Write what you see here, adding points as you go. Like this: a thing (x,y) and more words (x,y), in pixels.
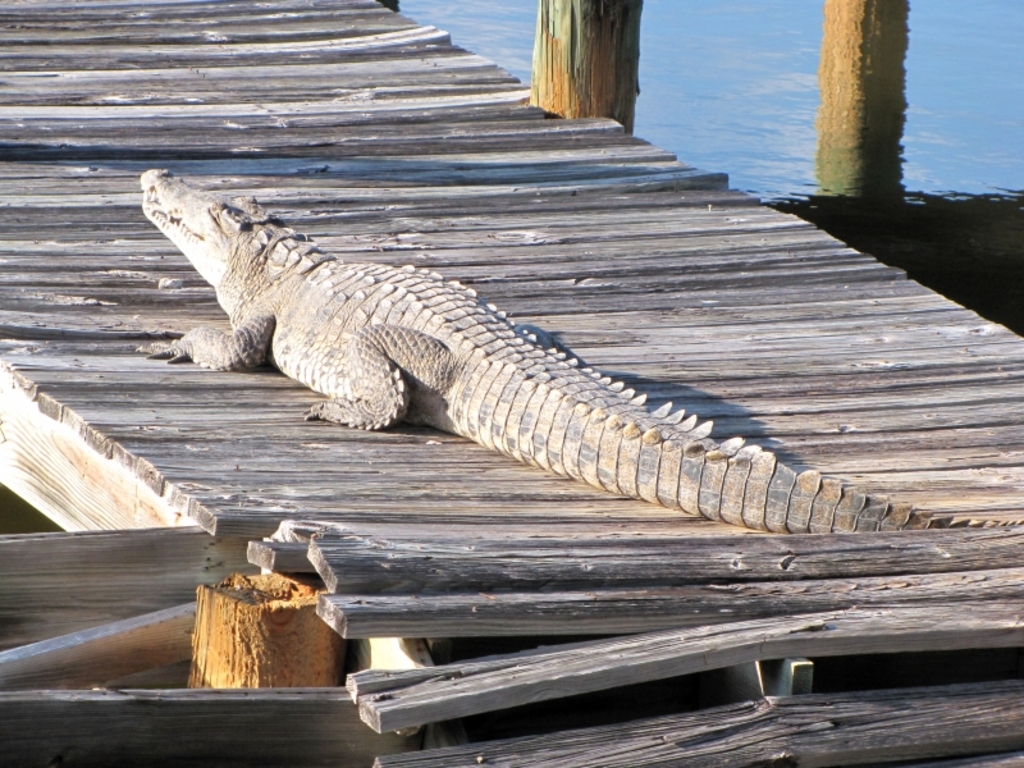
This picture is clicked outside the city. In the center (583,389) there is a crocodile (217,287) on the wooden planks (171,419). In the background (682,124) there is a water body (758,93) and the poles (579,63).
